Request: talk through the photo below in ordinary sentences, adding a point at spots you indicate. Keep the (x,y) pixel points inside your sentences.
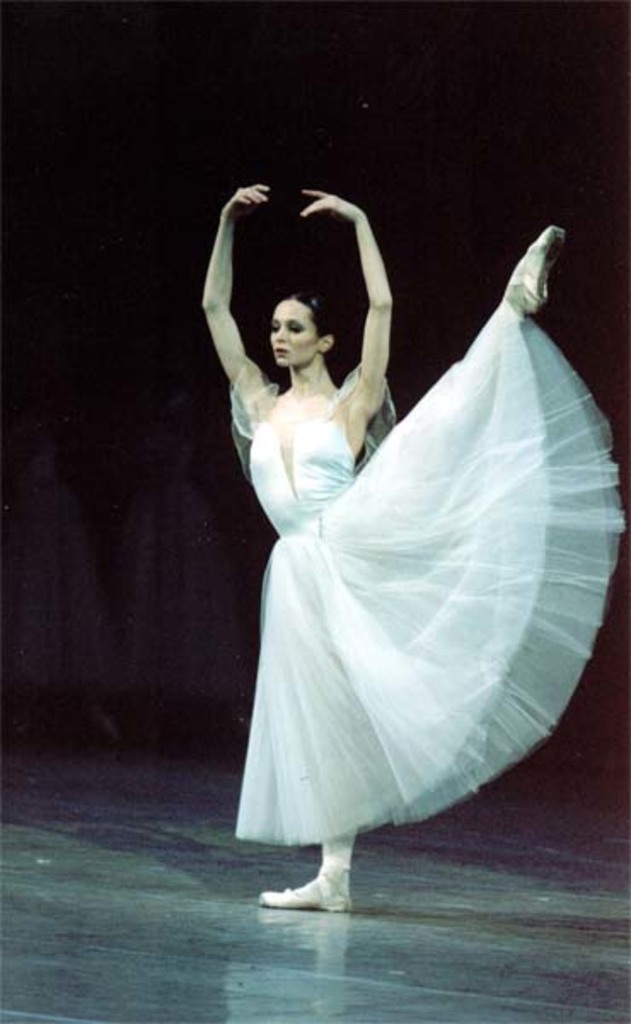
In this image i can see a woman (516,700) with a dancing pose on the stage (77,822).
